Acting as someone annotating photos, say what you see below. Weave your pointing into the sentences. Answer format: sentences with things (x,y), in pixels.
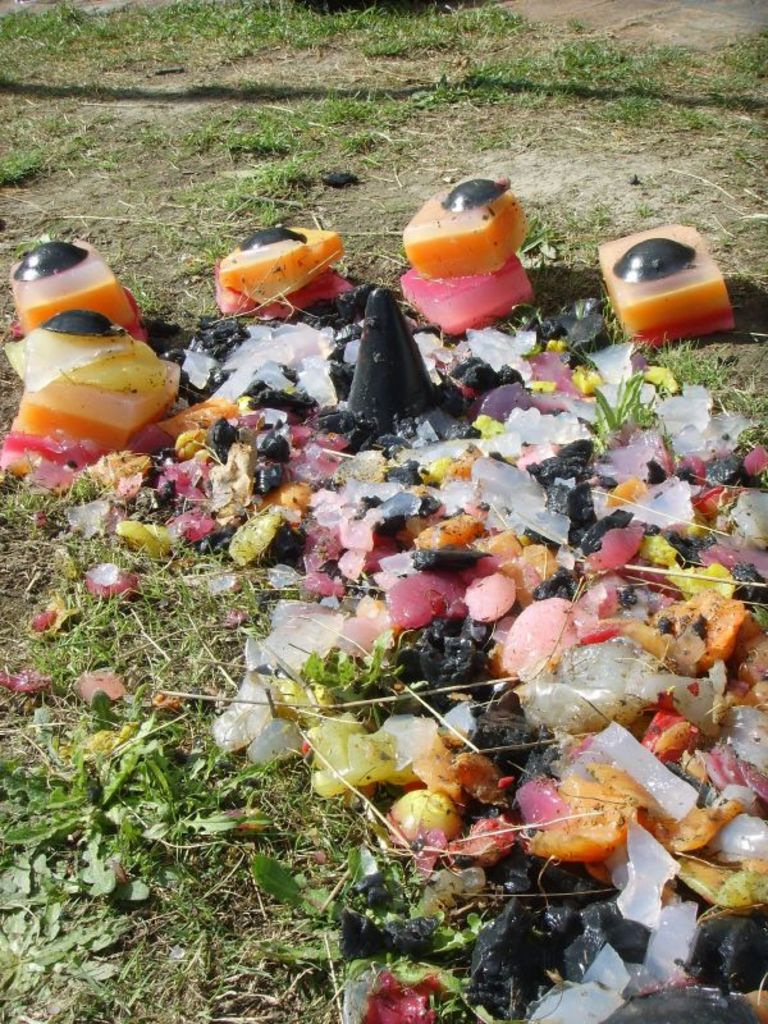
In this picture I can observe garbage (489,527) on the ground (160,311). I can observe some grass (293,133) on the ground (210,59).
